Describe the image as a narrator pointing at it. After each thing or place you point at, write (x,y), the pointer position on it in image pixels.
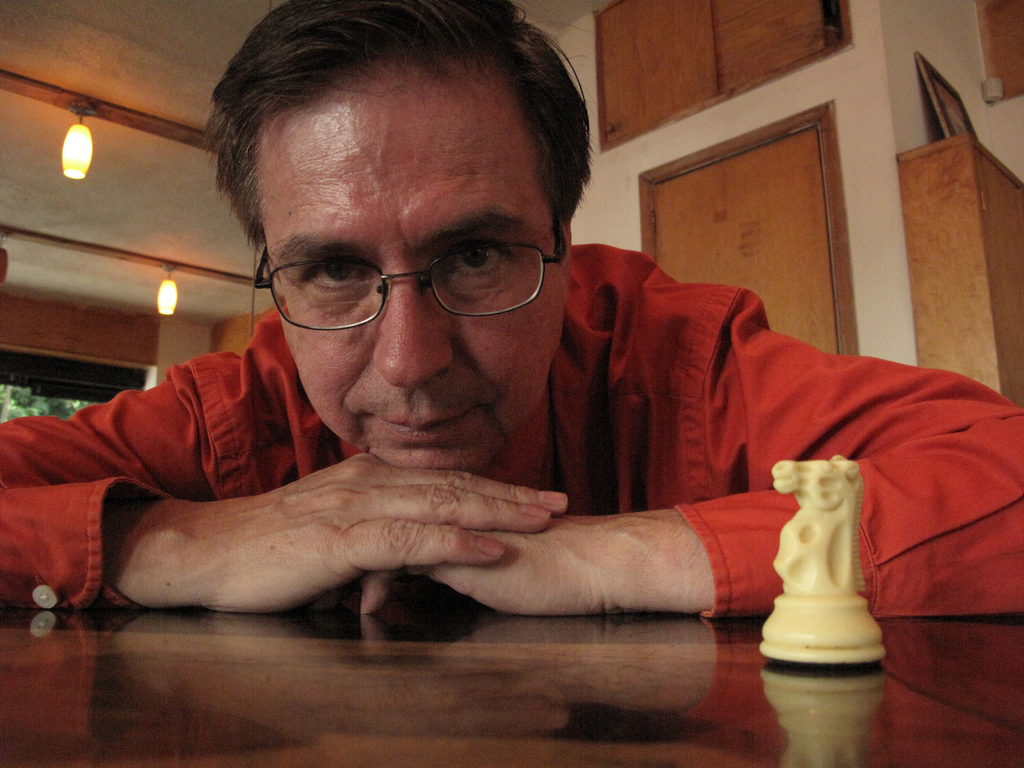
In this image I can see the brown color surface (343,688) in front (704,700) on which there is a chess coin (842,530) and I can see a man (426,441) who is wearing a red color shirt (599,446). In the background (41,20) I can see the ceiling (206,211) on which there are lights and I can see the wall (860,42) and a photo frame (919,58) on the right side of this picture (1000,139) and it is on a brown color thing (959,227).
